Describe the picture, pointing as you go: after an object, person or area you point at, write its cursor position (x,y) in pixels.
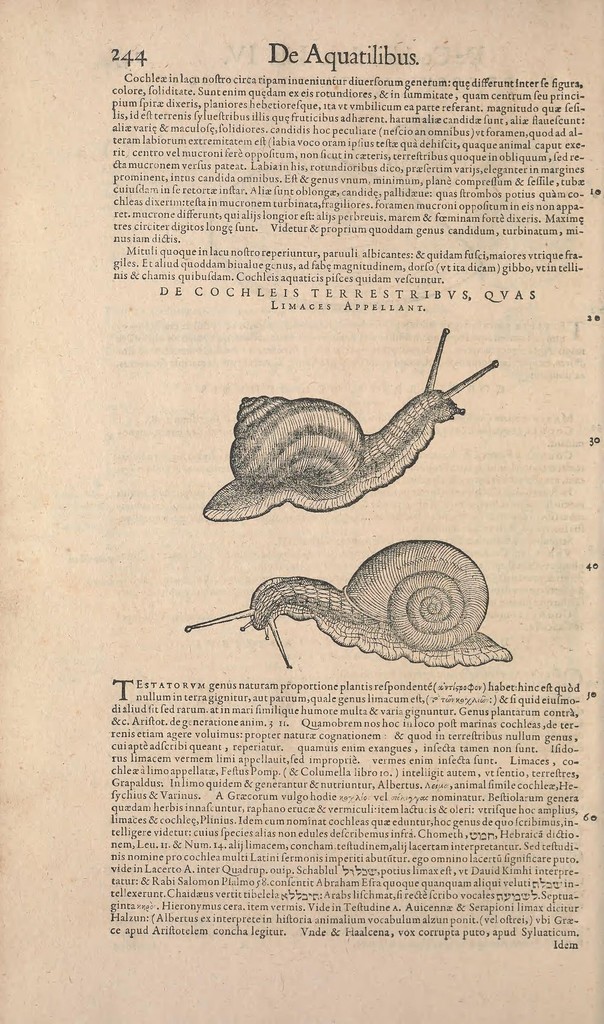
In the picture we can see some text (233,806) and images (296,416) which are taken from a book (202,612).
